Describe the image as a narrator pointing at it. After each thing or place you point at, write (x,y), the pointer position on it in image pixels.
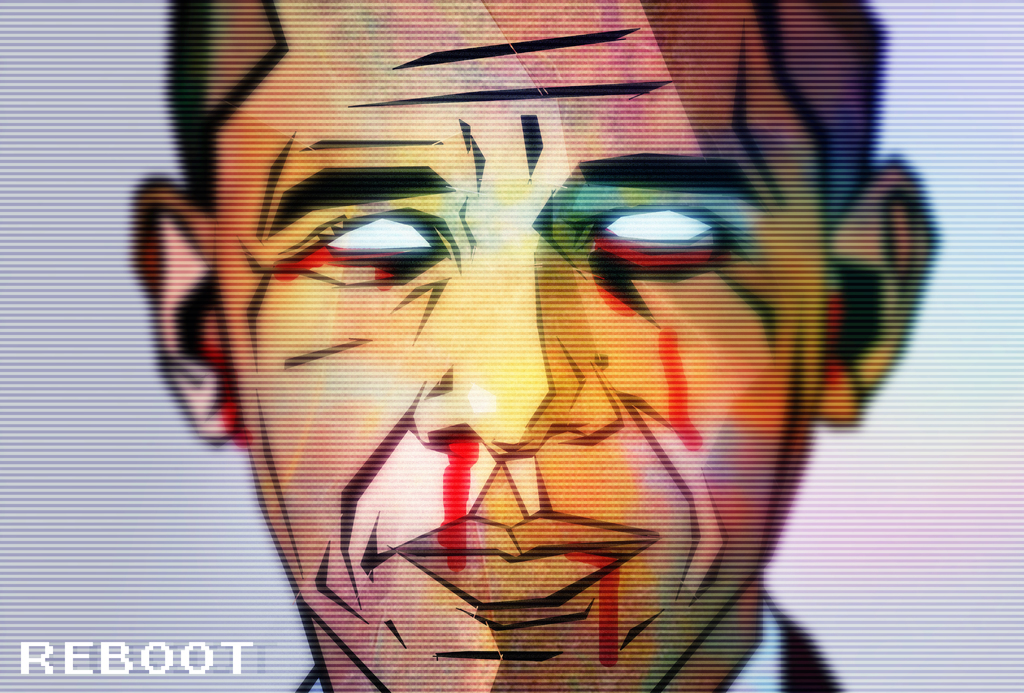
Here in this picture we can see an animated face (448,110) of a person (306,372).
